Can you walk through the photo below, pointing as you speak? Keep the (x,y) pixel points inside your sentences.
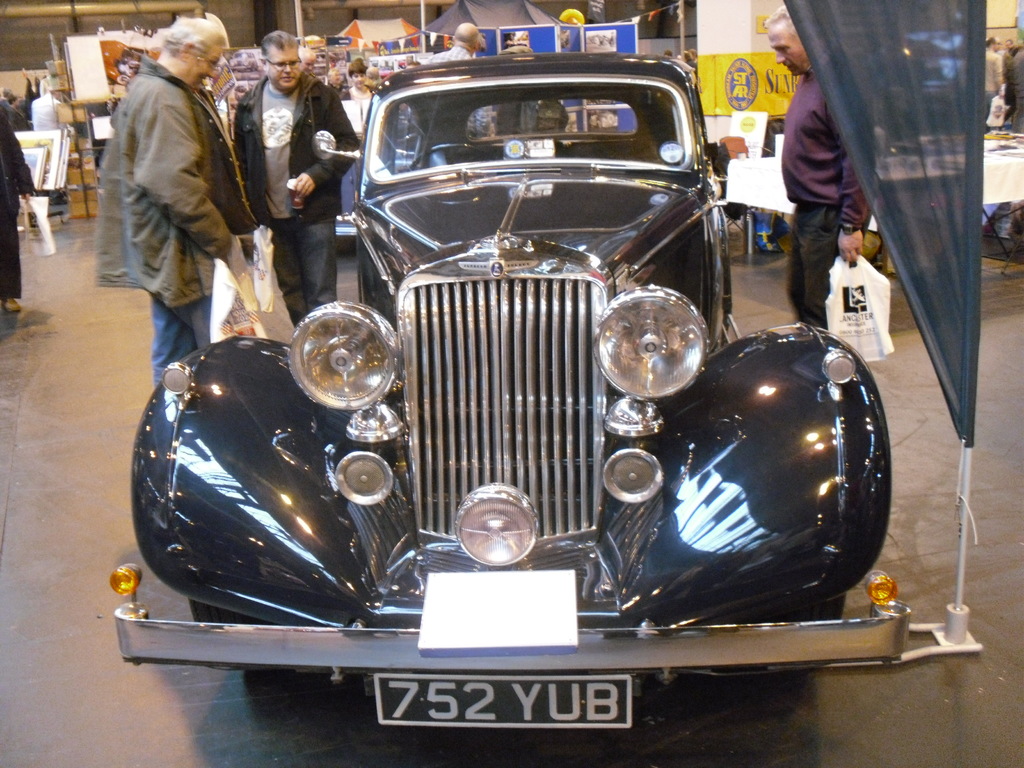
In the center of this picture (413,287) we can see a car (814,555) parked on the ground (203,693). On the right (917,202) we can see the curtain (914,220) attached to the pole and we can see the group of persons (824,167) holding some objects (850,279) and standing on the floor (123,367). In the background (771,84) we can see the tents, text (737,75) and some pictures (609,39) on the banners (738,95) and we can see the group of persons (464,40), tables (765,190) and many other objects (399,60).
